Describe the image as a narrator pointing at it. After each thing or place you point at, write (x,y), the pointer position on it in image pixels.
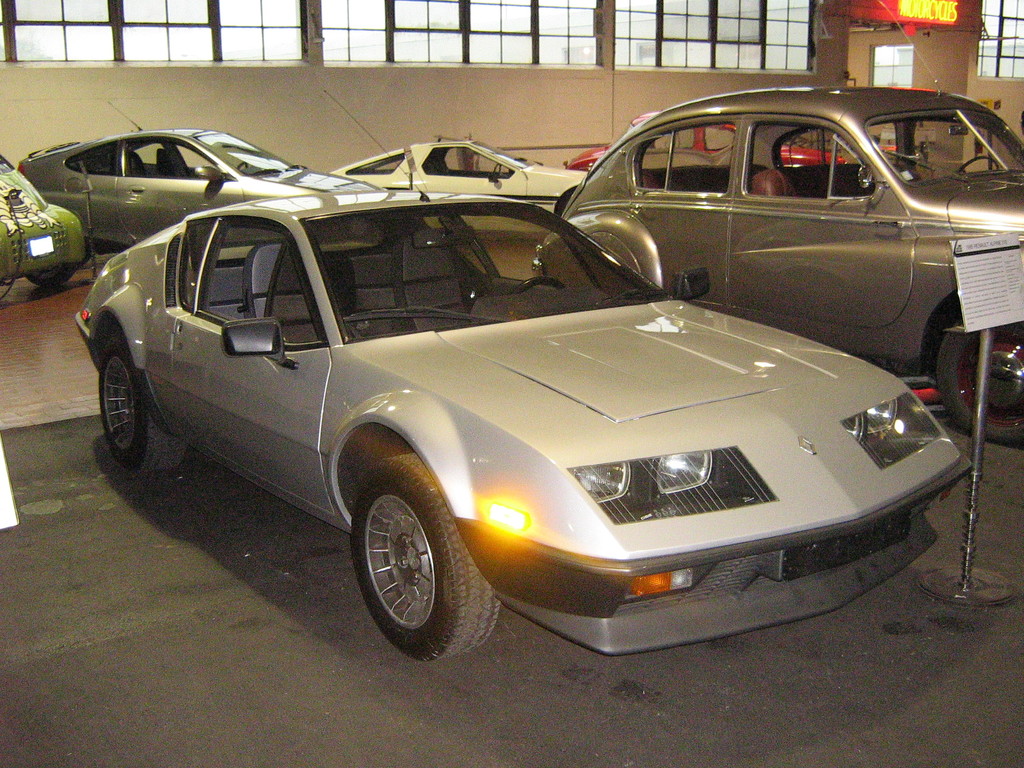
Here in this picture we can see number of cars (381,254) present on the floor (189,612) and on the right side (978,278) we can see a board (978,278) present on a stand (946,590) and behind the cars (668,153) we can see glass windows (147,57) on the wall (645,103) and on the right top side (914,1) we can see a hoarding (897,7) present.
